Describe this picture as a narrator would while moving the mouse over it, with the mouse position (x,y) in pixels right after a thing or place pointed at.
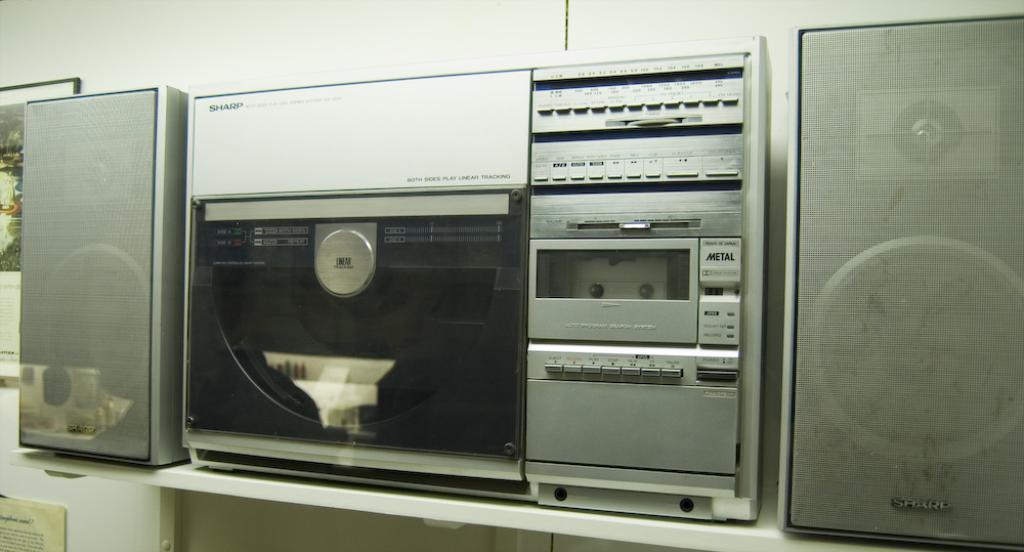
In this picture we can see a music player (404,305), speakers (157,443) on a platform (115,474), where we can see a poster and in the background (763,0) we can see a wall (760,13), photo frame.
